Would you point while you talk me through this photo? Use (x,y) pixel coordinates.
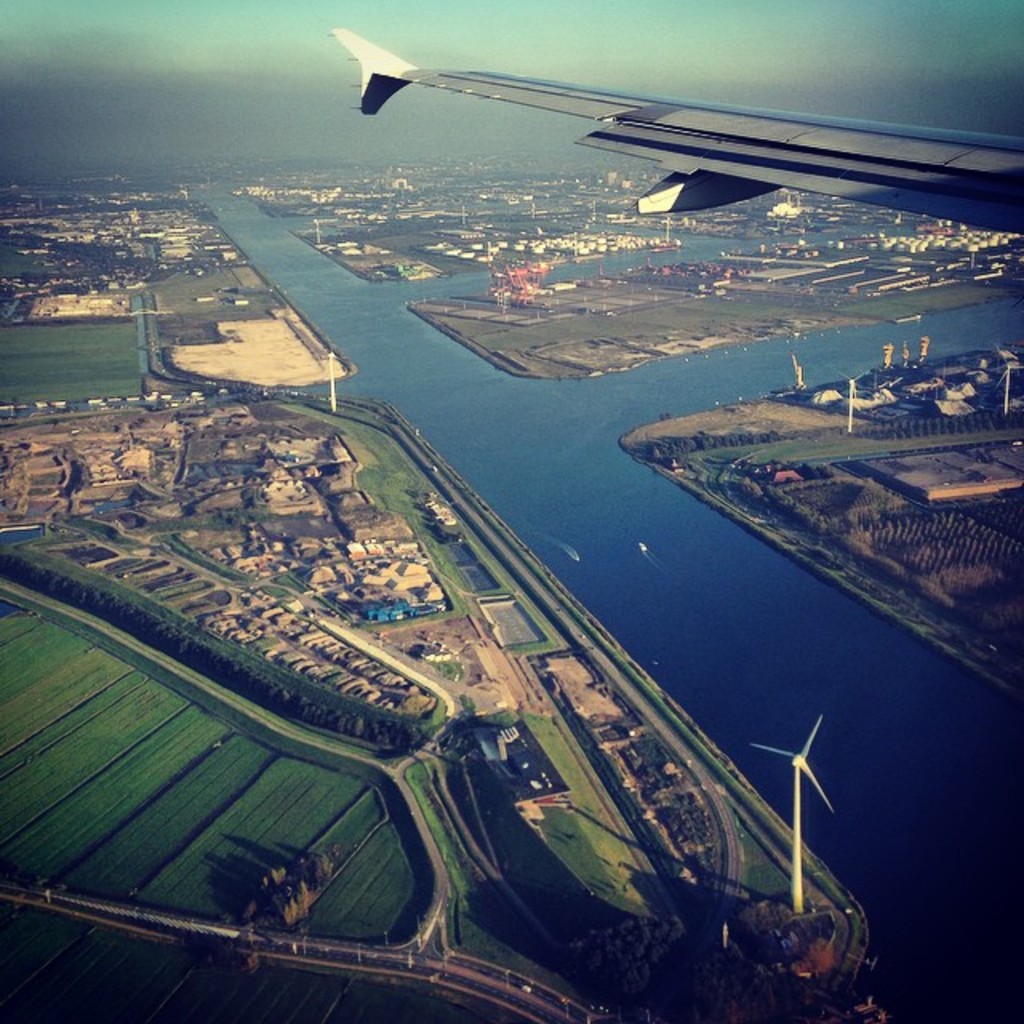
This is an aerial view. In the center of the image (540,502) we can see the boats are present on the water (515,394). In the background of the image (211,215) we can see the ground (547,569), trees (390,746), houses (522,755), turbines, vehicles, roads (519,564), machine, towers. At the top of the image (280,110) we can see the sky (214,93). In the top right corner (907,184) we can see an airplane wing (724,135).
